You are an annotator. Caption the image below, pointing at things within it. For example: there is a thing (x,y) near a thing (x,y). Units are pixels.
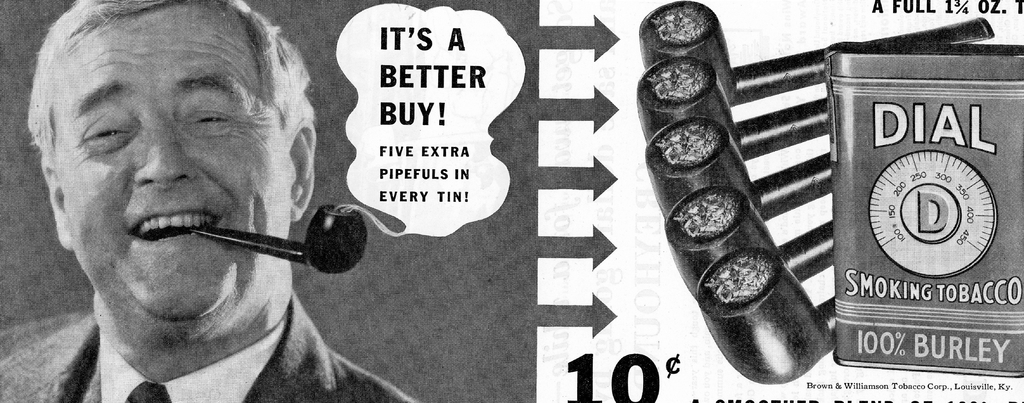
In this image I can see the person (102,235) is holding the cigar pipe (352,257). I can see few cigar pipes (709,175), few object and something is written on the image. The image is in black and white.
